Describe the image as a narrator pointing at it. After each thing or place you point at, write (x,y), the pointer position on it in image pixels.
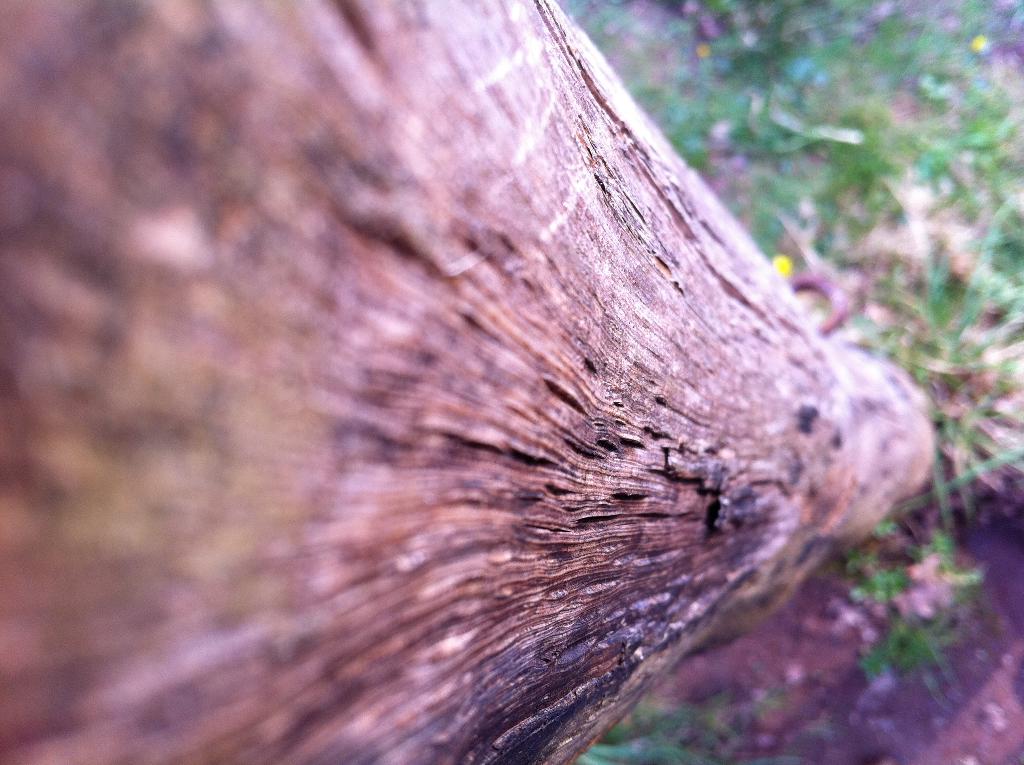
This image consists of bark (693,473) of a tree (693,473). At the bottom (894,658), there is green grass (1007,451).
